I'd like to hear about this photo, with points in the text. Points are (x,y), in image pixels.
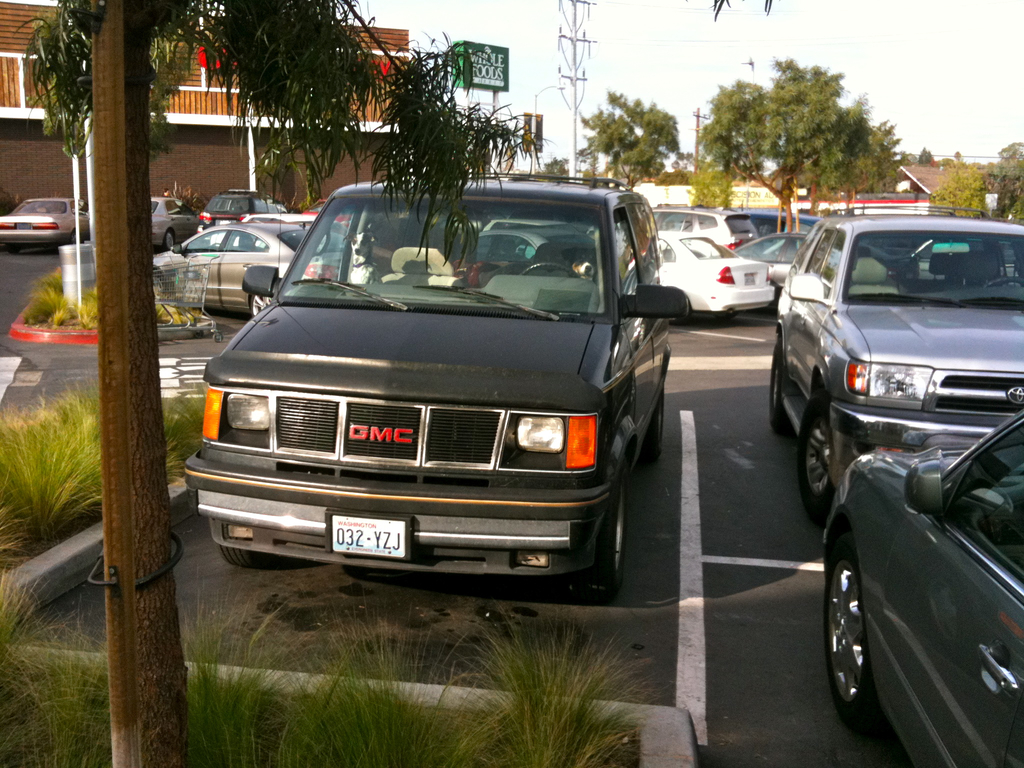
In this picture we can see vehicles (915,355) on the road (680,585), plants (312,719), trees (149,331), buildings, name board (491,57), some objects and in the background (520,168) we can see the sky (468,94).
